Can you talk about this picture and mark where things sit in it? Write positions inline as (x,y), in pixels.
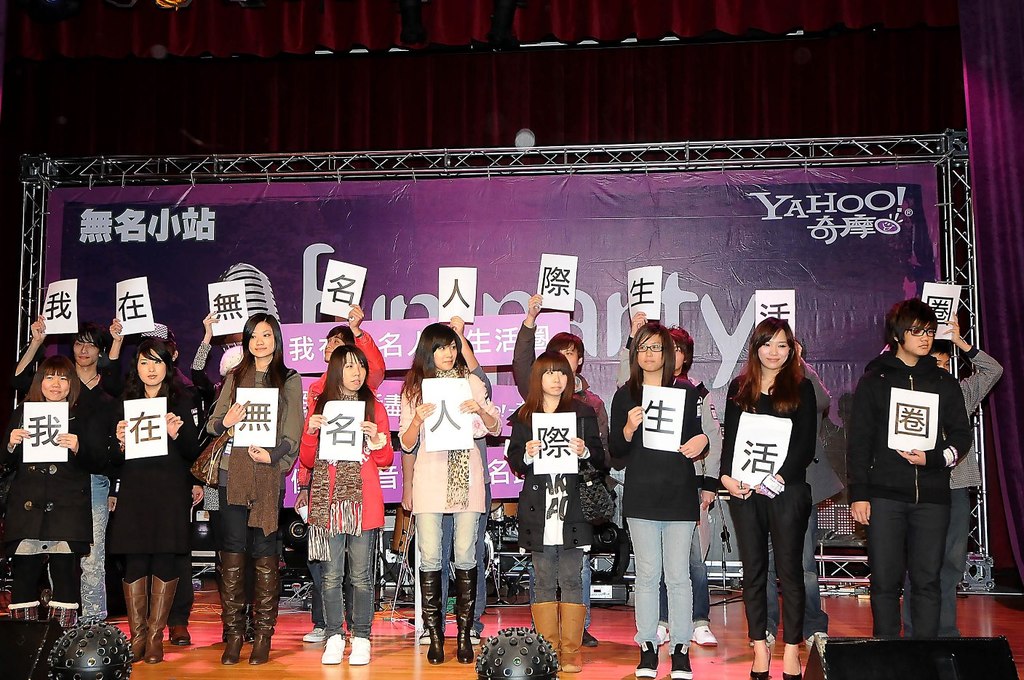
There are group of people (308,449) standing and holding a paper (66,309) in their hands (351,306). This is a lighting truss (312,166). I think this is a hoarding (705,243) with the letters (706,308) on it. These are the curtains (675,99) hanging. At the bottom of the image (93,648), I can see few objects (508,672) placed on the stage (251,665).
